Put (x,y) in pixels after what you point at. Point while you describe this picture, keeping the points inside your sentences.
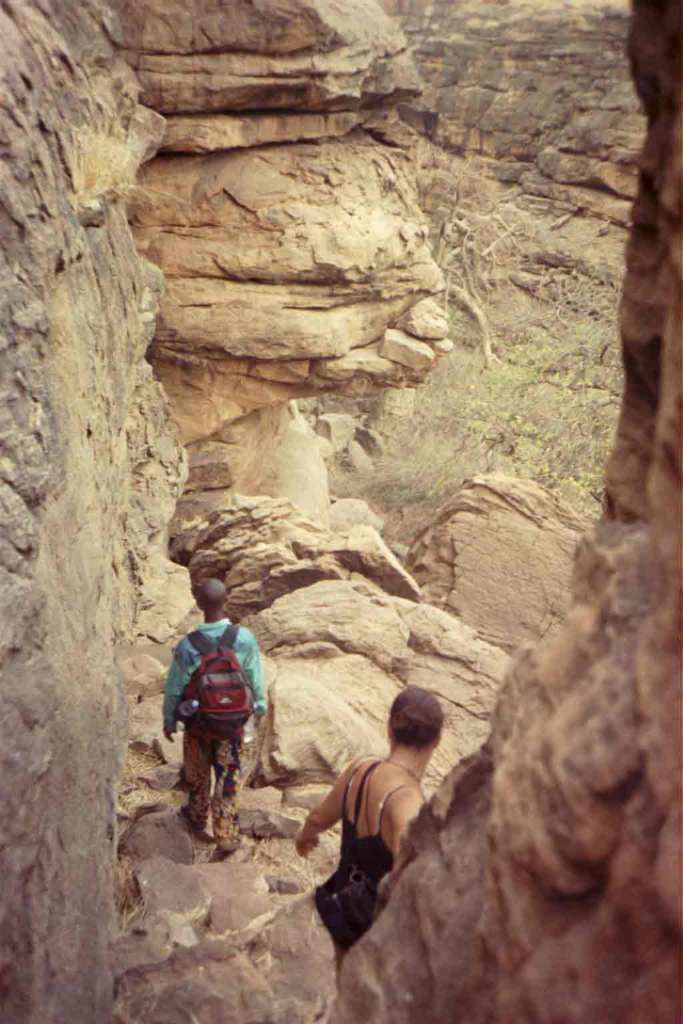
In this image, we can see people (221,736) and one of them is wearing a bag (234,735). In the background (544,582), there are rock hills (515,613).
